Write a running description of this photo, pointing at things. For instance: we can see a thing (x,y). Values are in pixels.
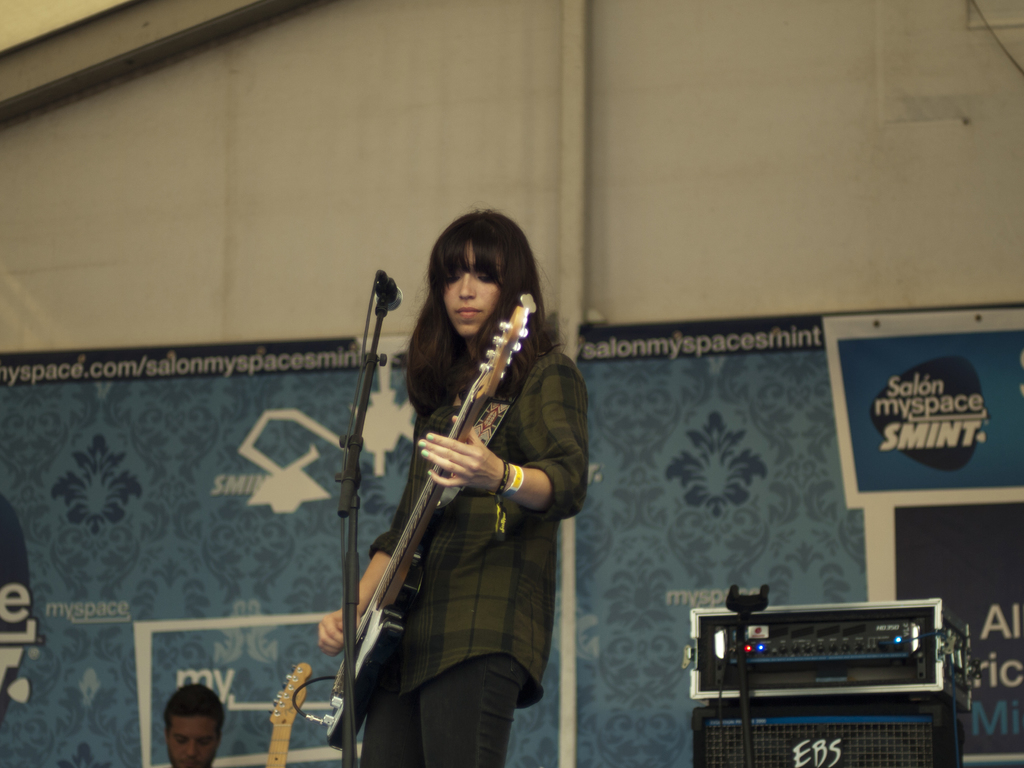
This picture shows a woman (388,558) playing a guitar (392,577) and we see a microphone (353,622) in front of her
